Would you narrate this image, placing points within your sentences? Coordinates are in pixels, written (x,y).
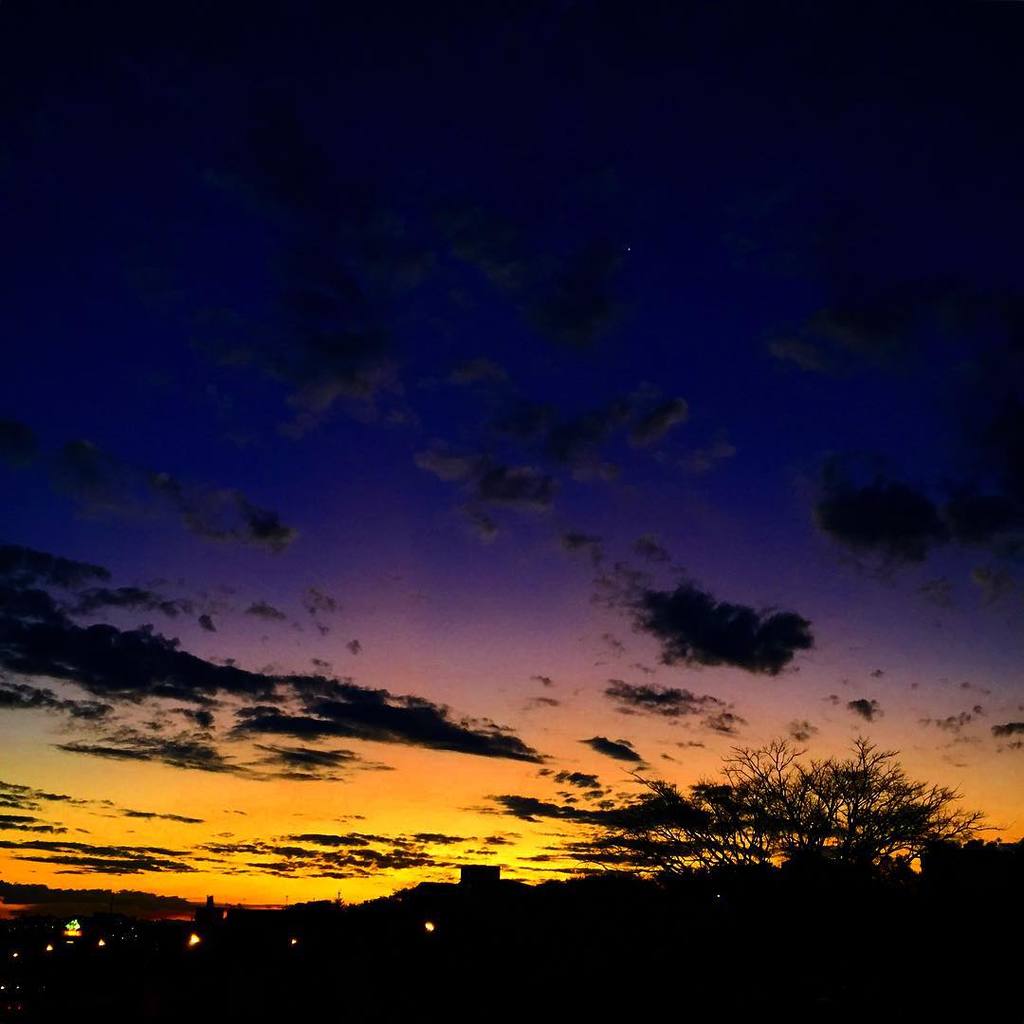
In this image we can see a tree (726,834) and in the background (312,419) there is a sky (358,483).
